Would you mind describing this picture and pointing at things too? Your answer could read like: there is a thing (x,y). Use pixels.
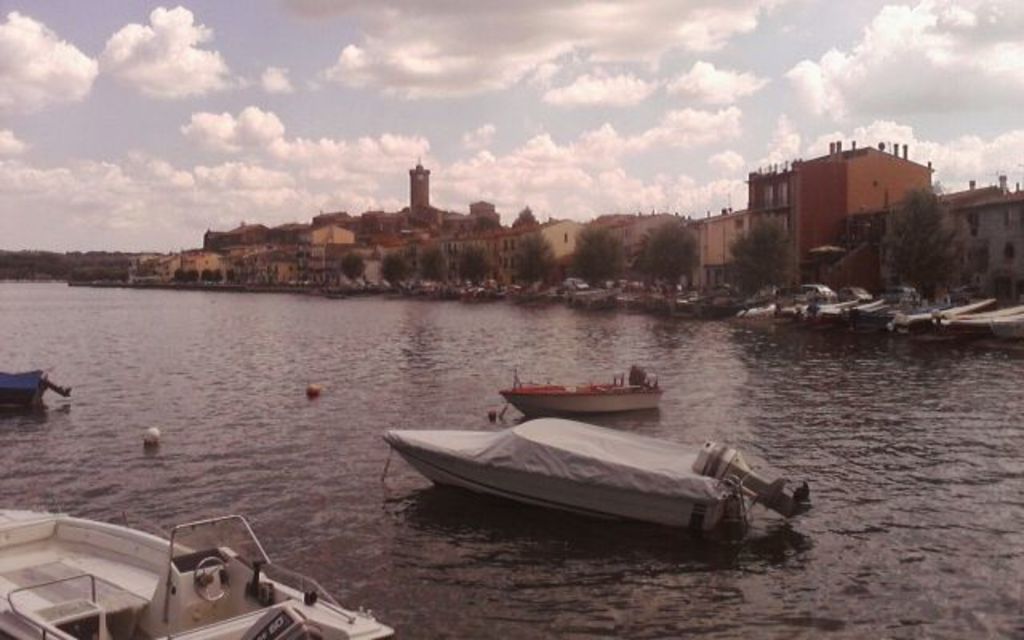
In this picture I can see there is a river (272,462) and there are some boats (635,478) and there are trees (89,254) and buildings (156,256) in the backdrop (562,264). The sky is cloudy.
